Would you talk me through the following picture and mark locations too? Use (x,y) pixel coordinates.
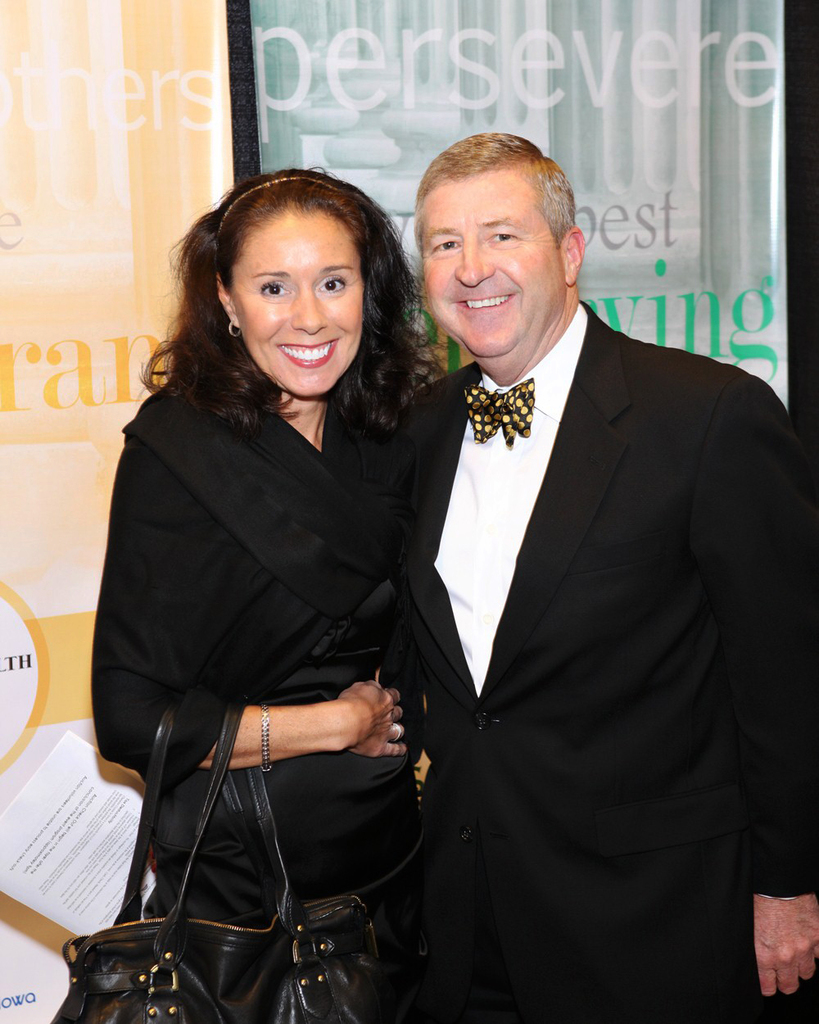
In this image I can see two persons (290,500) standing, the person (596,607) at right (672,617) is wearing black blazer (627,611), white shirt (491,575) and the person (143,593) at left (112,572) is wearing black color dress (218,851) and holding a black color bag (218,766). Background (674,77) I can see few banners (300,27) in orange and green color.
